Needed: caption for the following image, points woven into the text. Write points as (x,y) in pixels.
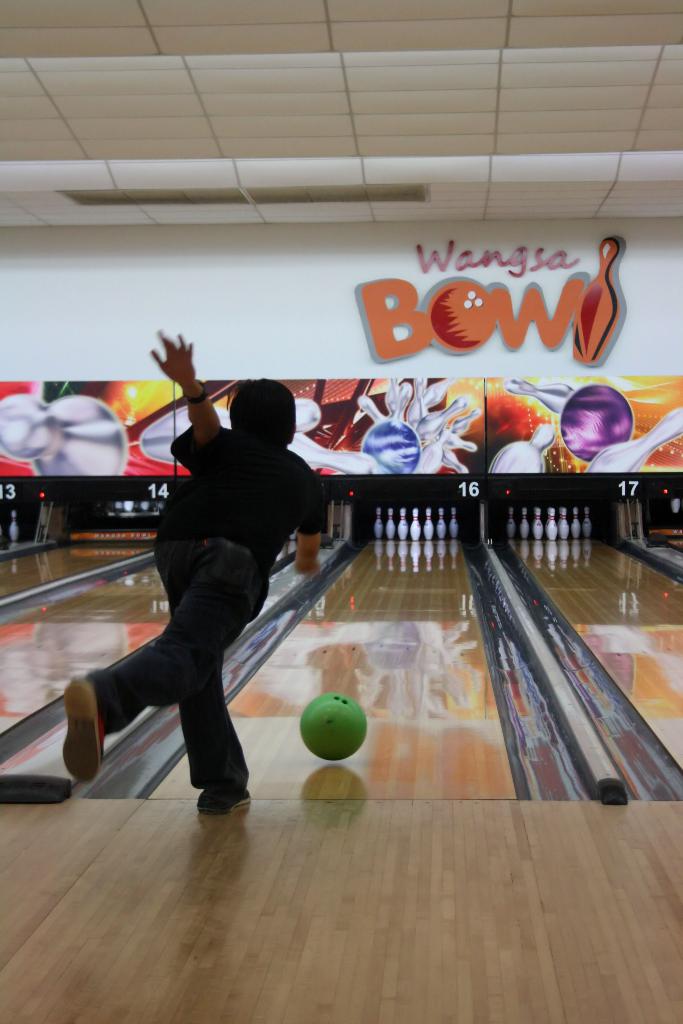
In this image we can see a person (291,428) is playing bowling. Here we can see floor (357,857), ball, bowling pins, hoardings (661,465), ceiling (2,100), and something is written on the wall (396,336).
